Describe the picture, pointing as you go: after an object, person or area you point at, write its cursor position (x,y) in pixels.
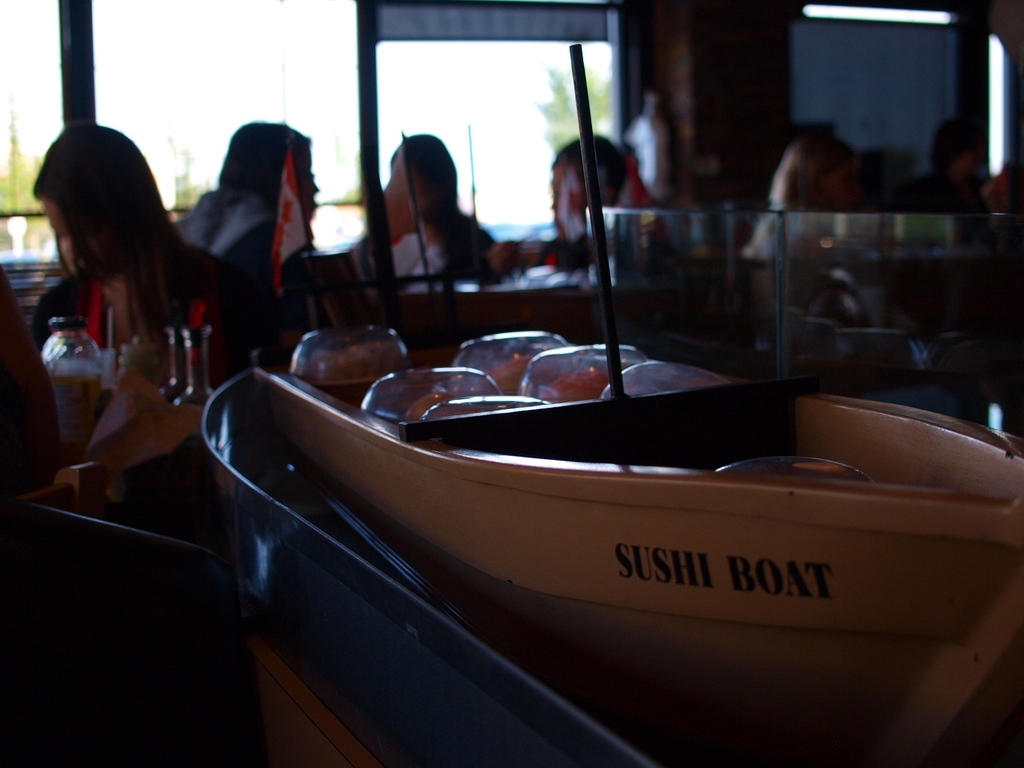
In this picture we can observe a cream color boat (678,552). There are some vessels (421,399) placed in this boat (528,423). We can observe some people (214,229) sitting in the chairs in front of their respective tables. In the background (170,76) it is blur.
